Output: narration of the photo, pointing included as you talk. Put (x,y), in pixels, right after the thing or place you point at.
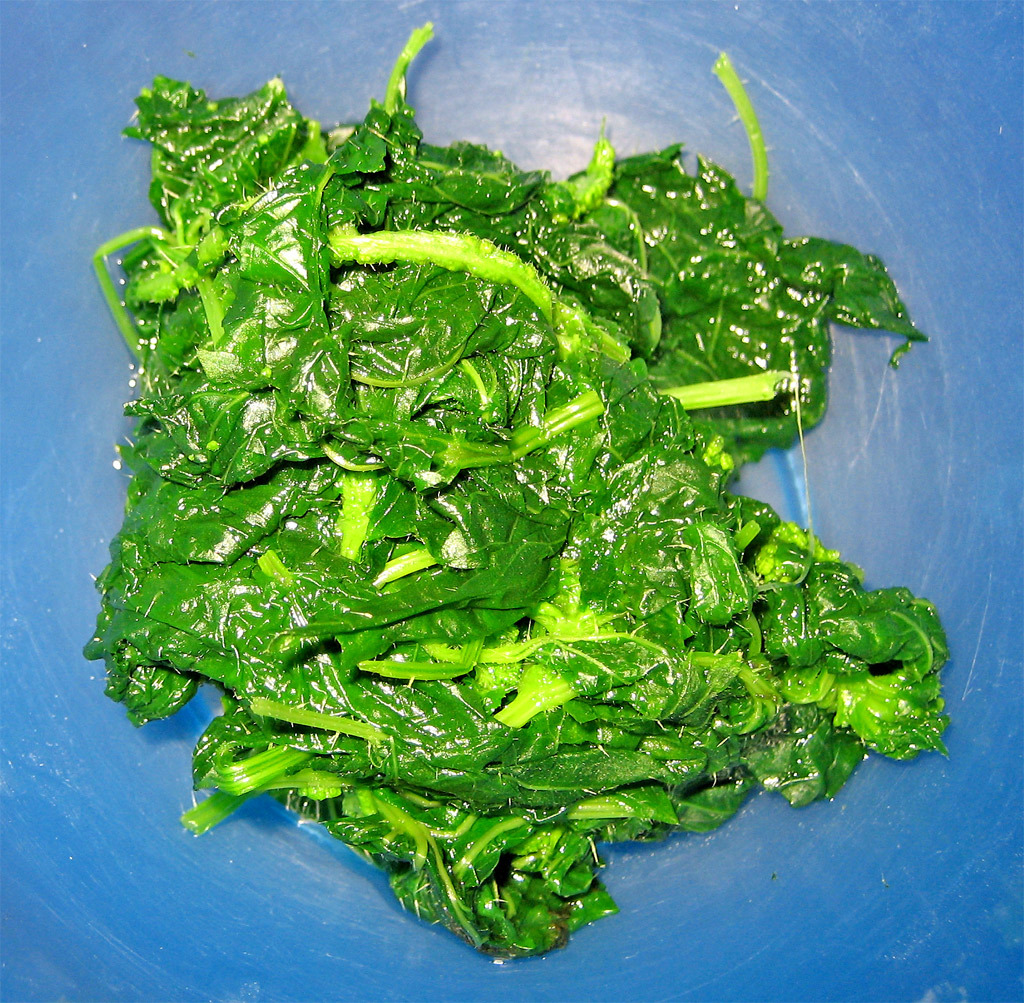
This picture contains a green leafy vegetable (502,402) and in the background (18,158), it is blue in color.
